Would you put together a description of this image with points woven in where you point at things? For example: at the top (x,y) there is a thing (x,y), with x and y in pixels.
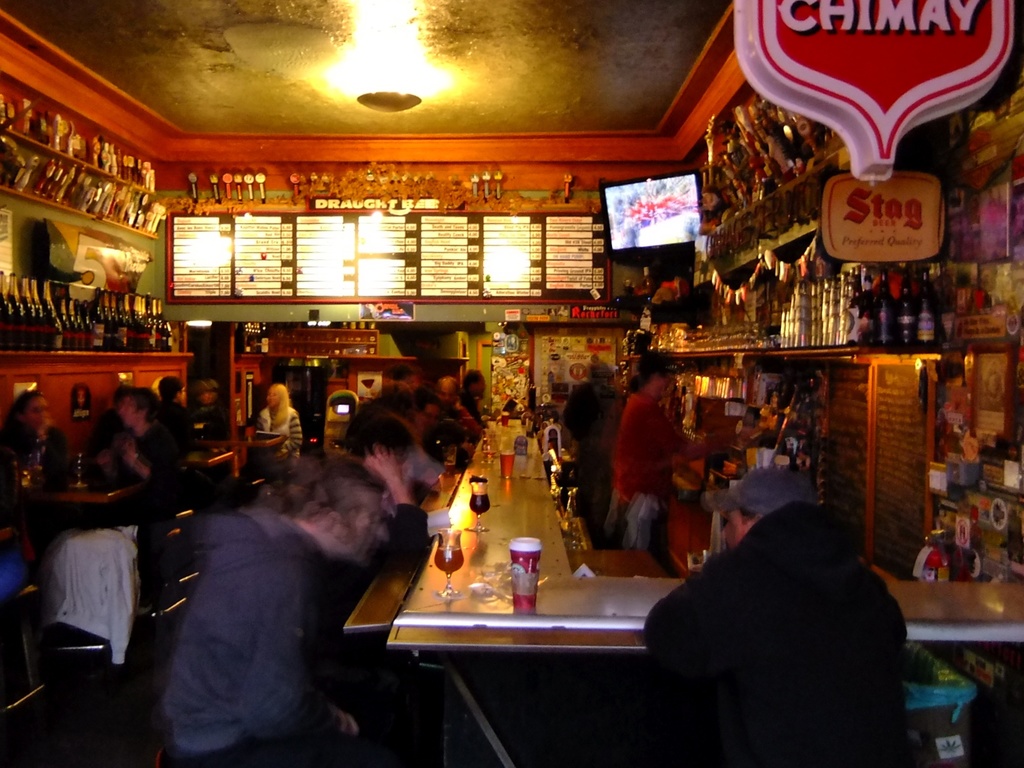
This image is clicked in a room (459,309) where there are tables (194,459) and chairs (174,511). People (160,446) are sitting on chairs (184,522) around the table (471,570). There is a light (401,90) on the top (424,93) and there is a menu board (603,273) on the top (202,217). On the left side (114,187) and right side there are so many alcohol bottles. On the tables (502,552) there are tissues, glasses (439,545), cups (516,545). There is a screen (606,229) in the middle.
